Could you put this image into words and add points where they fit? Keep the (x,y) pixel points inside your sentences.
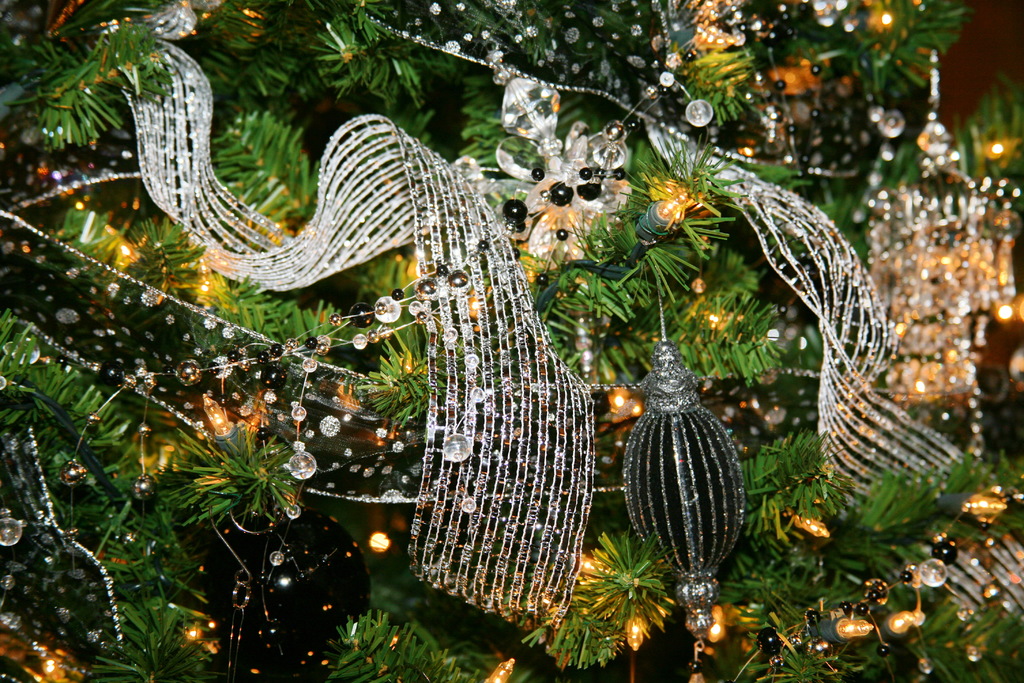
In this image I can see a Christmas tree (190,552) and I can also see few decorative items (548,398). I can also see few lights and the tree (166,584) is in green color.
